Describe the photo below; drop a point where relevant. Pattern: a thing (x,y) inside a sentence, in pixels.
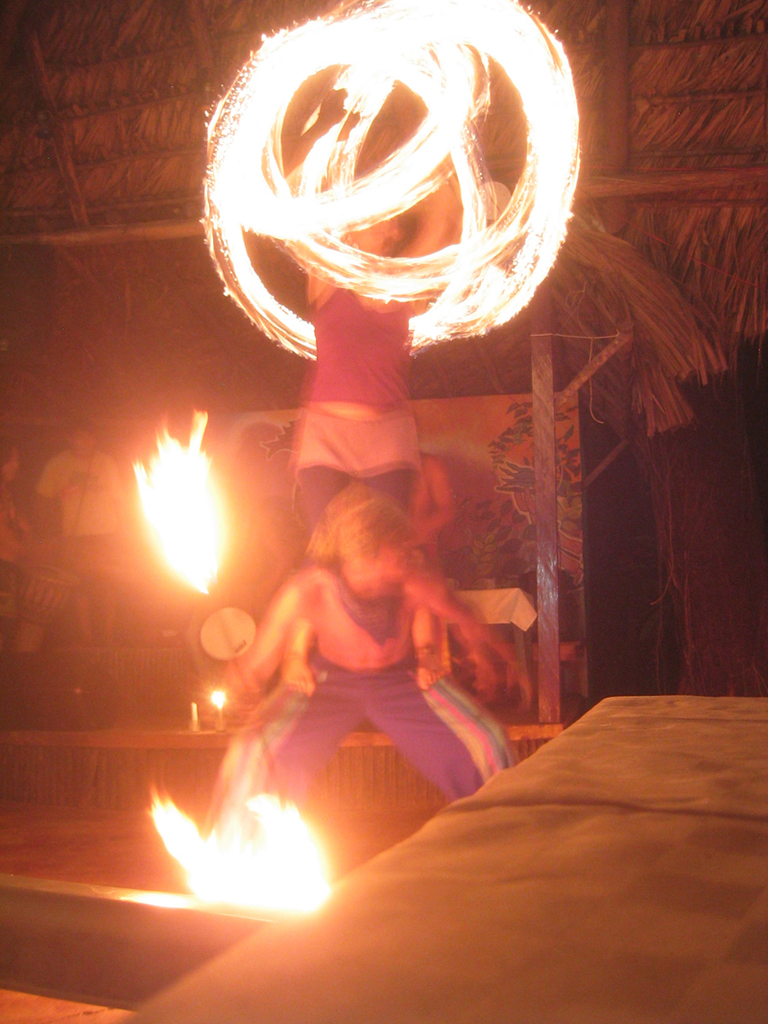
In the foreground of this image (347,412), there is a woman (342,354) on a man (350,639) and they both are performing a fire trick in a hut (671,132). In the background (105,544), there are persons (98,575) playing with the help of musical instruments (63,575).
